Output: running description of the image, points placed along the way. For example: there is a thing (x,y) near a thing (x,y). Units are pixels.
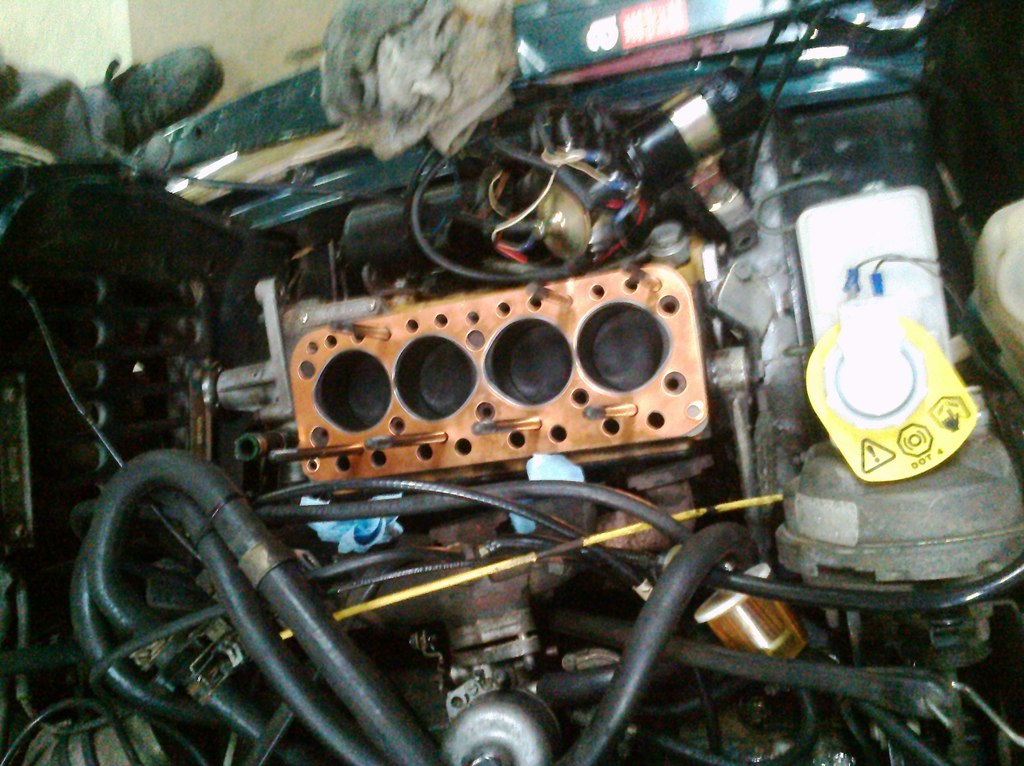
The picture consists of cables (235,599) and various instruments (489,387). At the top left corner (141,124) we can see a person's leg (94,106) and floor (213,30).
